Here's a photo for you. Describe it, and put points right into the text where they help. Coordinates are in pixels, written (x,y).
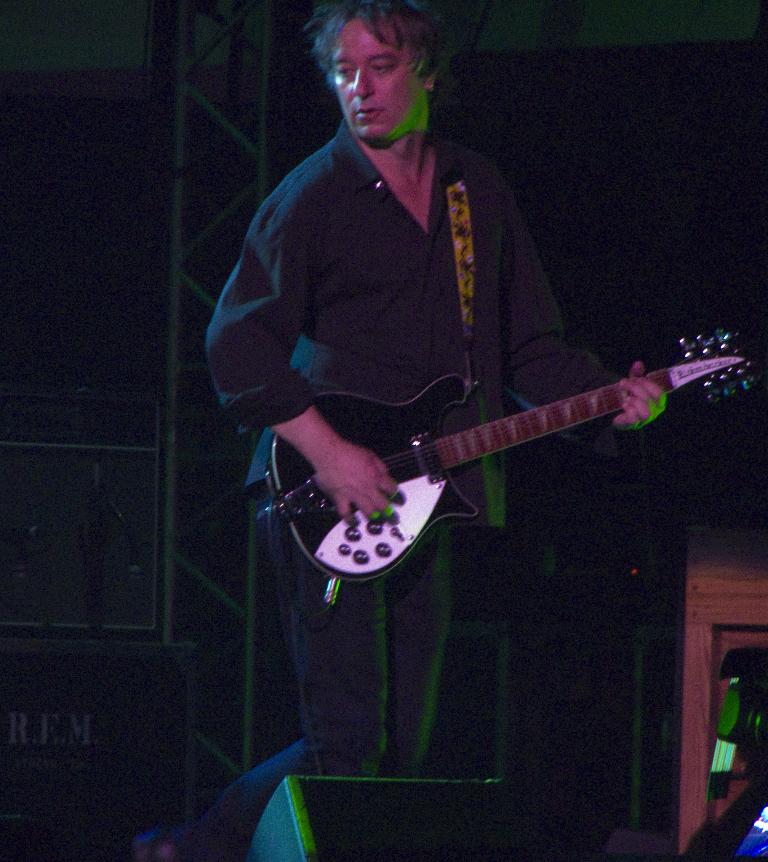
There is a person (297,331) holding a guitar (401,542) and playing. In front of him there is a speaker (351,805). In the back (181,455) there is a stand (182,147).
